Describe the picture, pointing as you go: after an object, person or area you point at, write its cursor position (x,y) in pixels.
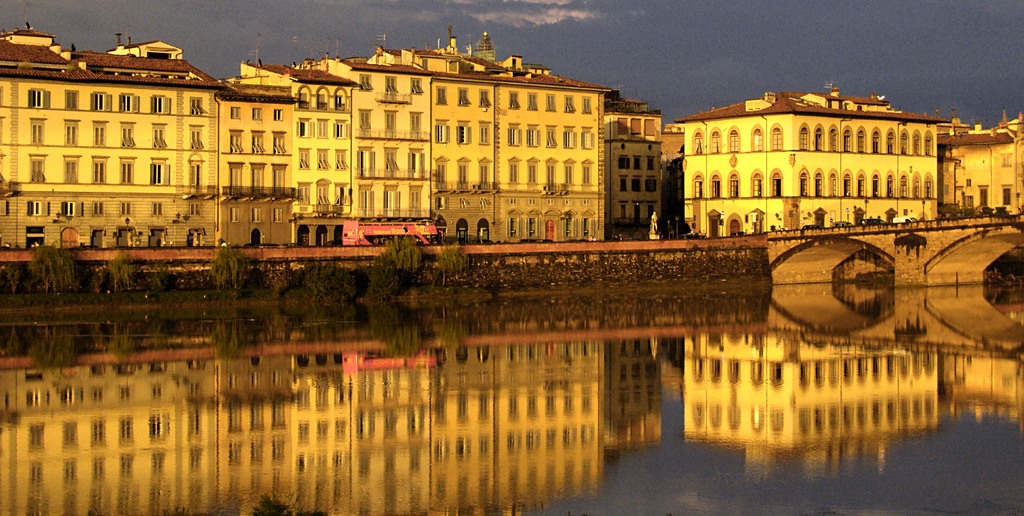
In this image we can see a few buildings (245,181), there are some trees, vehicles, doors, windows (338,162) and a statue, in front of the buildings (336,196) we can see the water (643,463), in the water (610,438) we can see the reflection (610,417) of the buildings (602,117), in the background (370,9) we can see the sky (339,23) with clouds (341,25).
